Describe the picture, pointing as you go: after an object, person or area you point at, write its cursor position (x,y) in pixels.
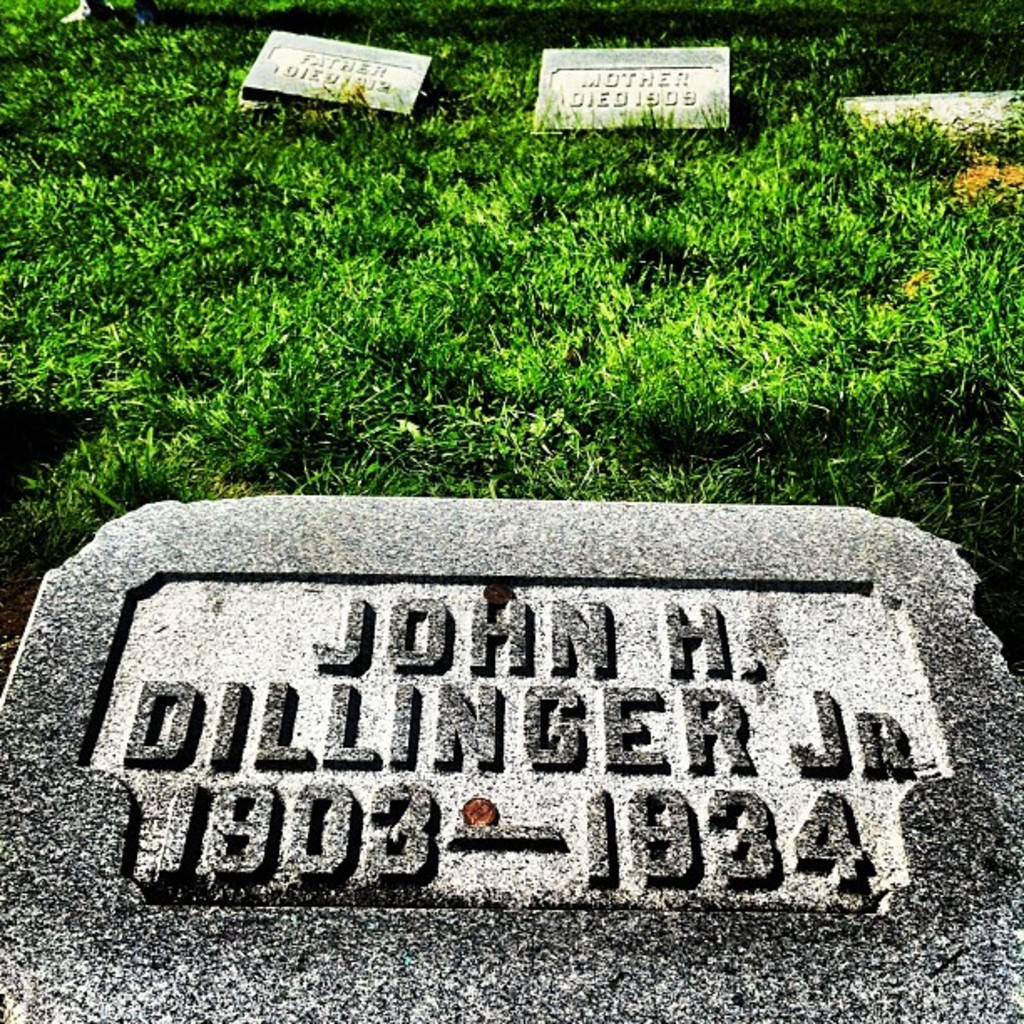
In this picture I can see memorial stones (558,648) on the grass (443,423).
